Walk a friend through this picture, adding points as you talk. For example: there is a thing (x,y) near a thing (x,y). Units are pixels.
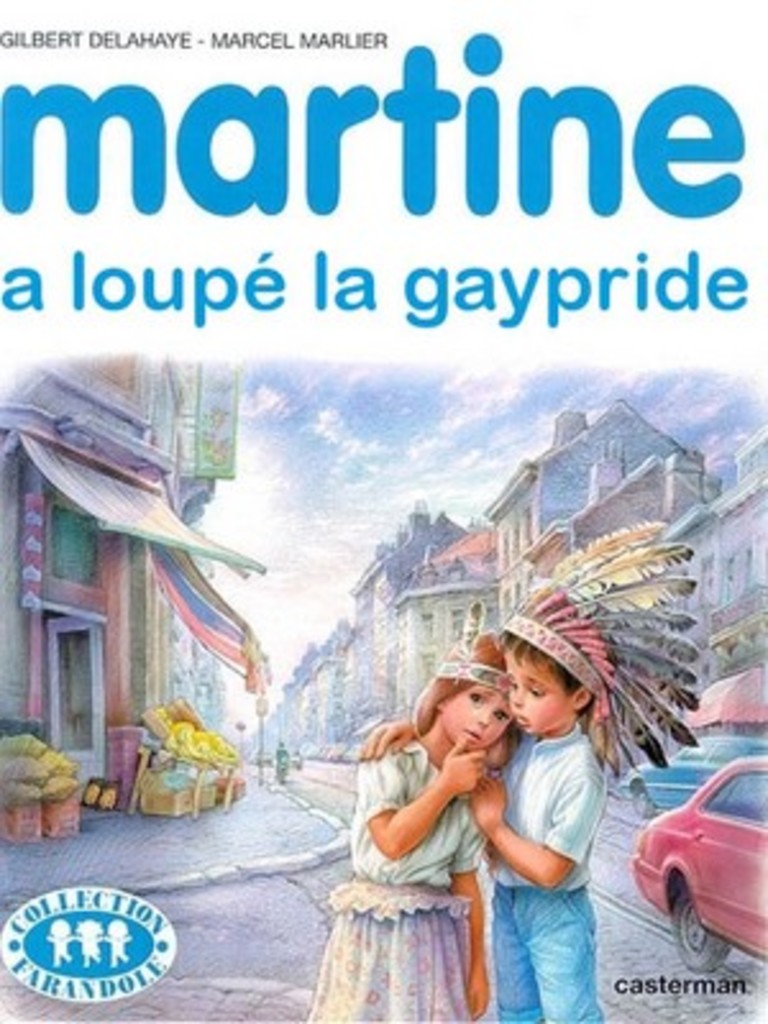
This is a poster. In the poster there are two persons (524,668) standing. At the back (551,510) there are buildings (27,715) and there are vehicles (694,943) on the road (209,914). At the top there is sky (369,439) and there are clouds (479,466). At the bottom (246,831) there are objects (197,798) on the footpath (311,848) and there is a road (203,924). At the top (268,178) there is a text (70,143). At the bottom left (175,928) and right there is a text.
